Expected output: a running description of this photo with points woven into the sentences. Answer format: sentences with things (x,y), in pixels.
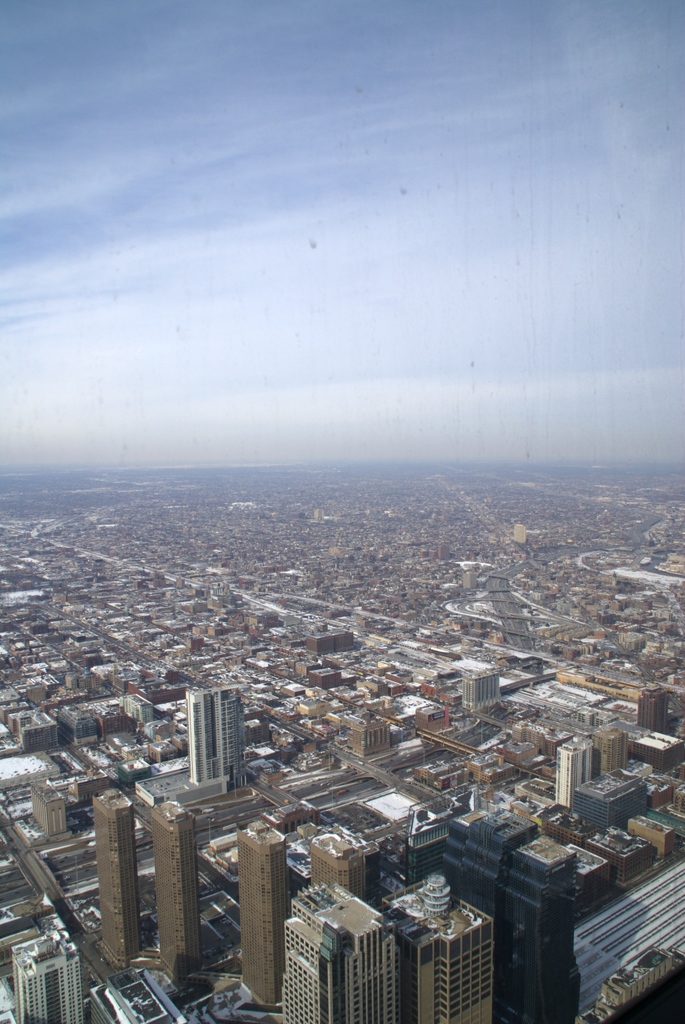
In this picture we can see the top view of the city (373,538). In the front (362,1012) we can see the many buildings (312,978) and on the top (250,263) there is a sky (209,383).
